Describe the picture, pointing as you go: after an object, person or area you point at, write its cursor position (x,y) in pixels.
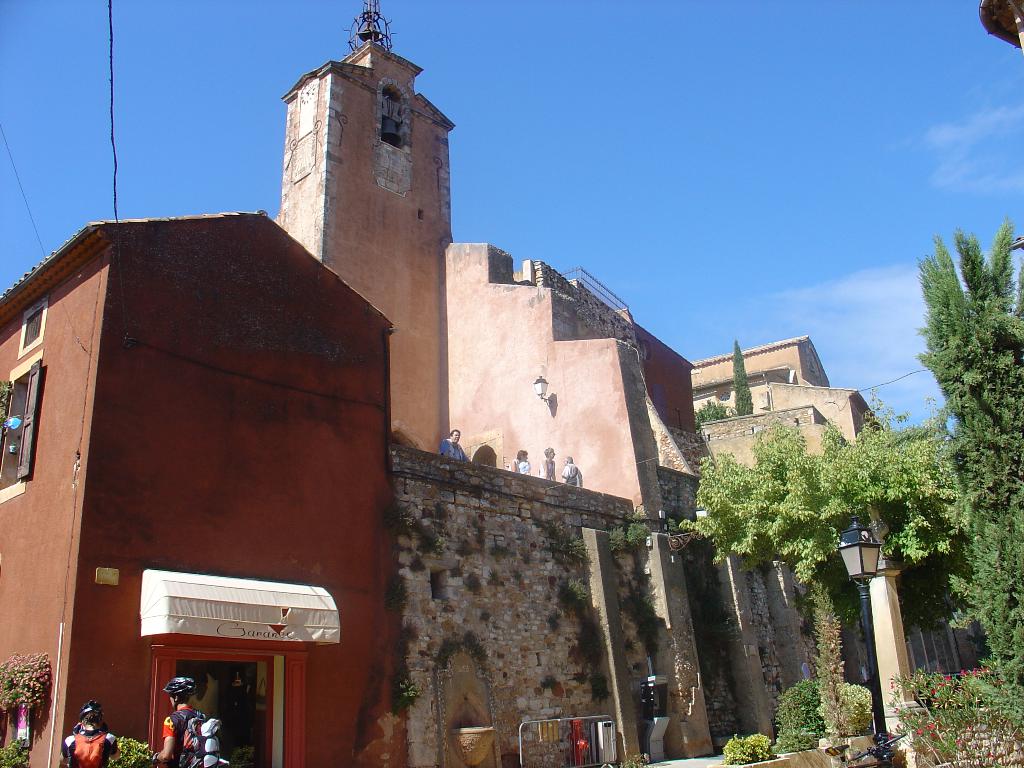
In this image, we can see buildings (606,407), trees (968,523), a window (29,404), some plants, some people (173,729) wearing coats (172,737), bags (185,737) and helmets (171,689) and some are standing on the building (565,528) and there is a railing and we can see some other objects (661,688) and there is a light (873,698). At the top (623,89), there is sky (707,144).
